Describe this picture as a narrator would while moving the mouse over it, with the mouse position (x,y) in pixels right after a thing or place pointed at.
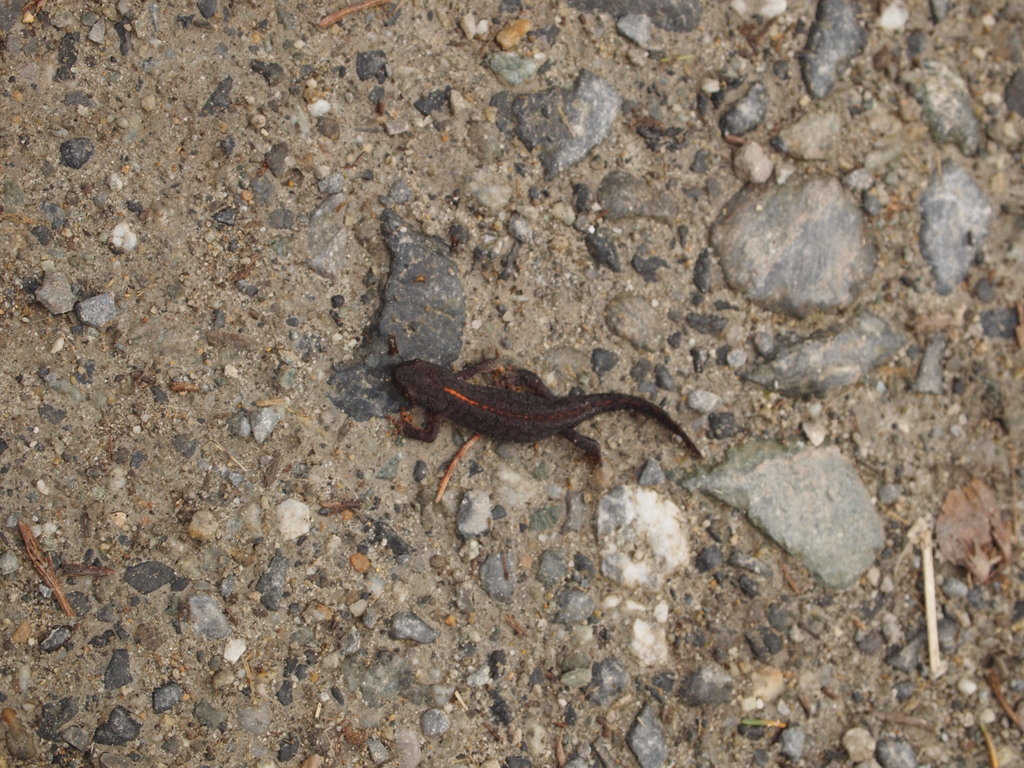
In this picture there is a brown color lizard (465,421). At the bottom (185,521) there is a ground (395,149) and there are stones (656,623).
